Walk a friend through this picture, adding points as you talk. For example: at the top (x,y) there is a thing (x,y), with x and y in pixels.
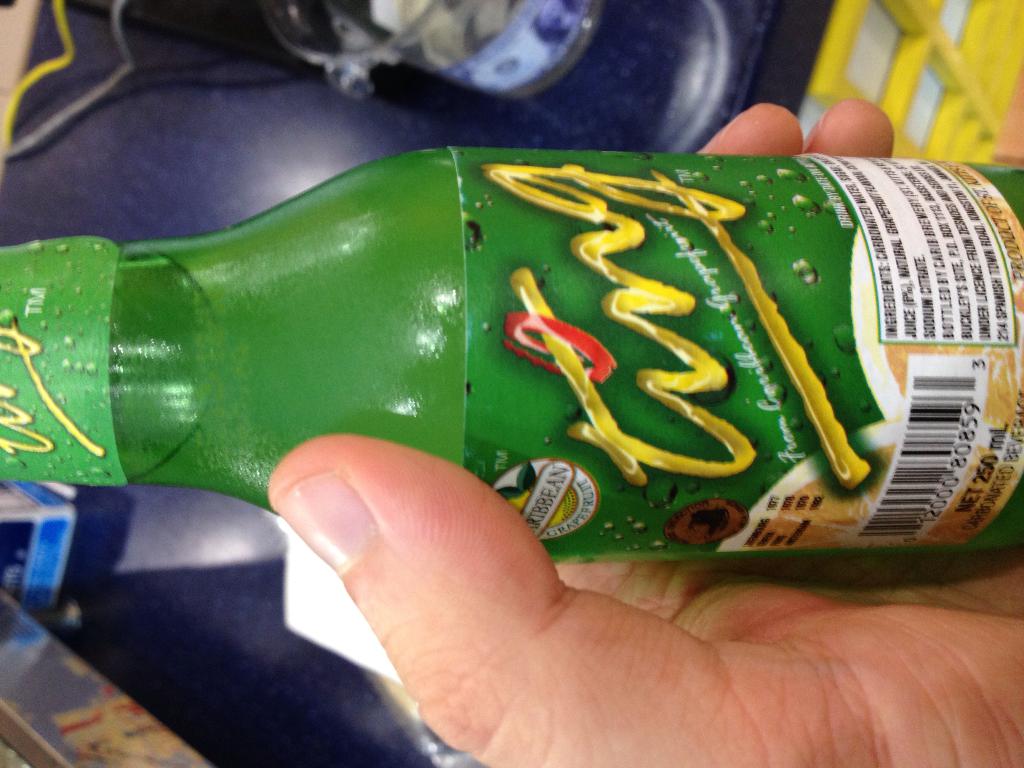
In this image I can see a hand (306,481) of a person (899,602) is holding a bottle (583,383).
